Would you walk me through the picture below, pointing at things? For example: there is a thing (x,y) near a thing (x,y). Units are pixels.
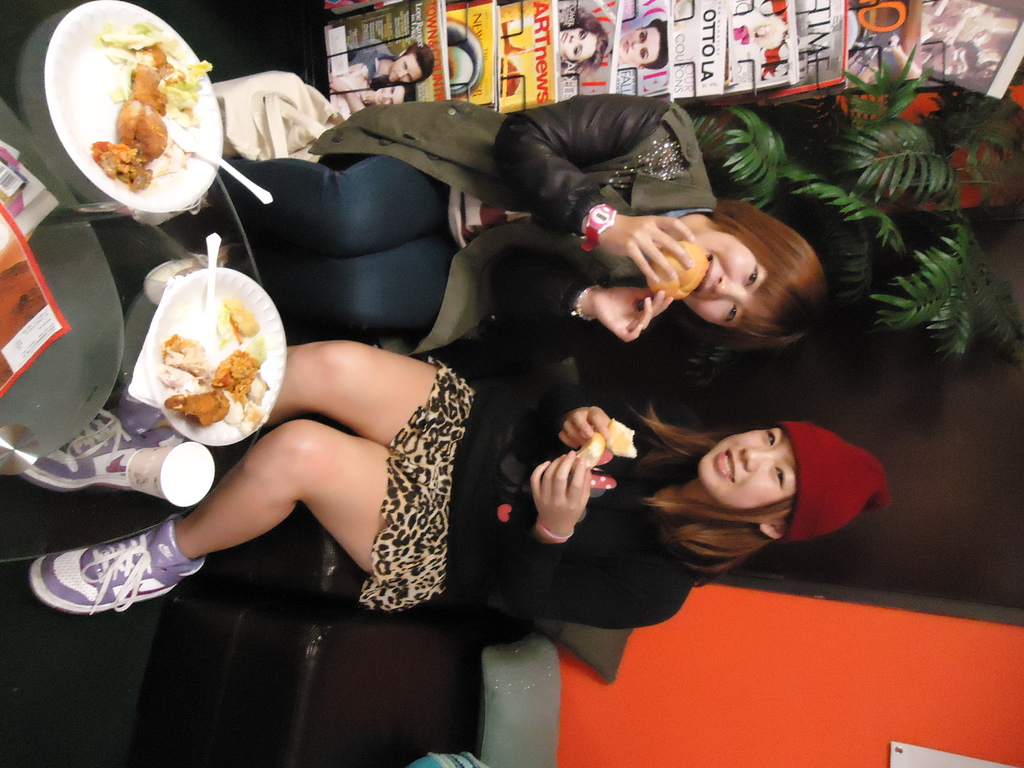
There are two women (469,259) sitting on the chair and holding food item (679,291) in their hands (632,326). On the table (122,264) there are food items (130,134) in two plates (151,338). In the background (674,17) there are books (633,36) in a stand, bag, house plant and a wall (893,706).
